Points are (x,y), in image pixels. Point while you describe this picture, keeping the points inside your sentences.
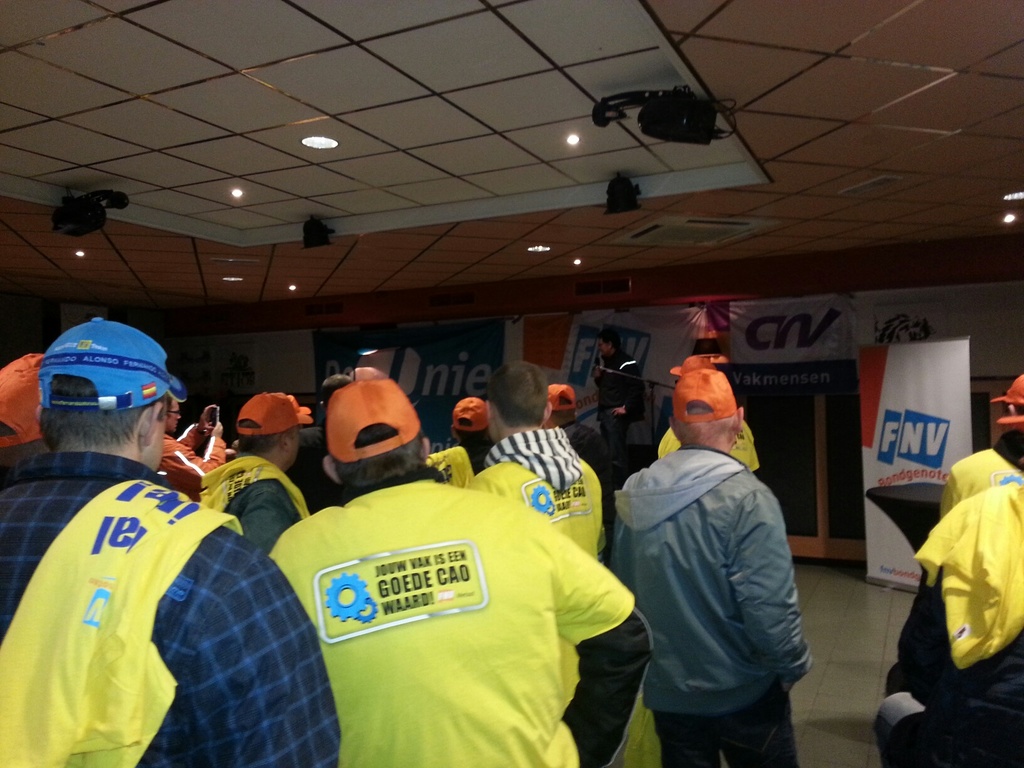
In this image we can see some people (528,623) and there is a person (618,387) holding a mic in the background (638,396) and we can see some posters (886,390) with text (927,475). We can see the ceiling (236,216) with lights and some other objects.
